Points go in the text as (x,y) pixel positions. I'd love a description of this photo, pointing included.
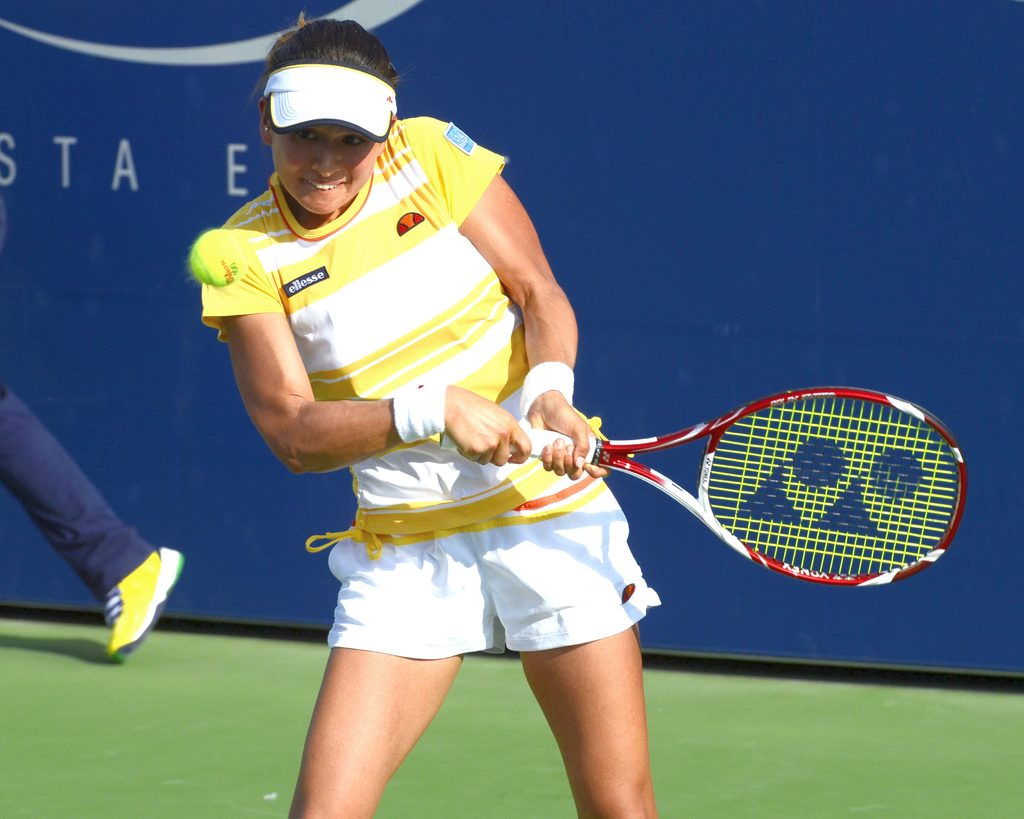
In this image I can see if a woman (575,426) is standing and holding a racket (754,457). I can also see a ball (219,251) and she is wearing a cap (351,94). I can see she is wearing shorts (419,629) and a t-shirt (394,309). In the background (97,570) I can see a leg (97,570) of a person (76,521).
